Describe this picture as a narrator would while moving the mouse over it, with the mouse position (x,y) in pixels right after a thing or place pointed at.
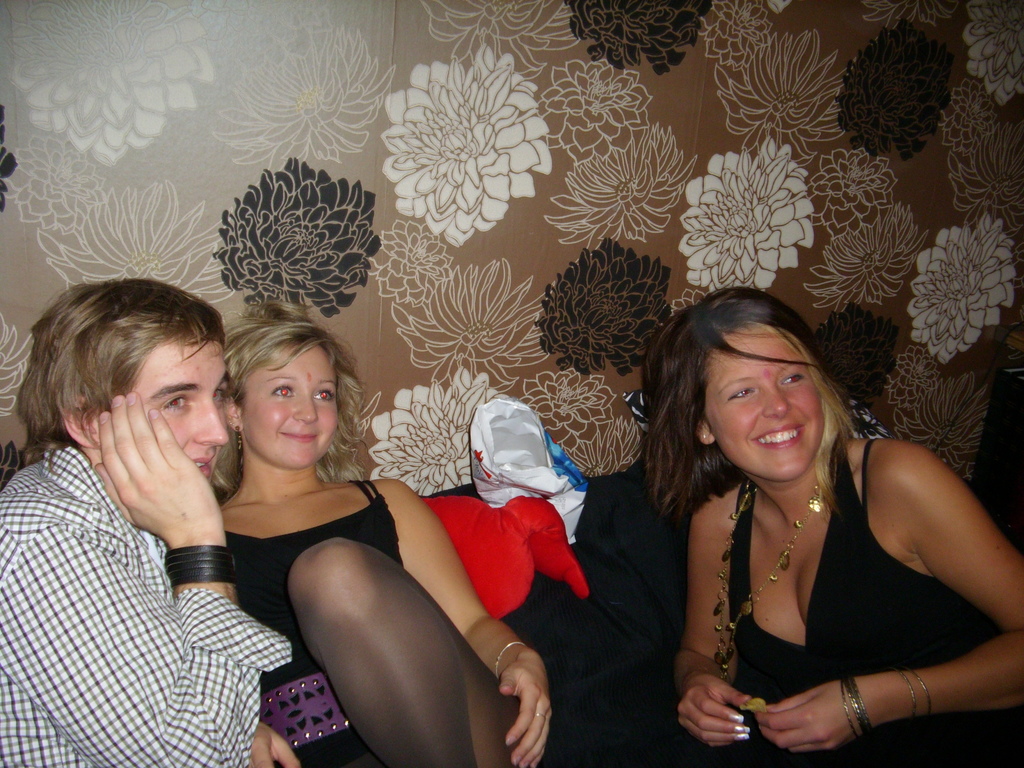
There are three persons (523,669) sitting as we can see at the bottom of this image (799,735) and there is a wall (435,195) with some design (404,179) in the background (391,203).
